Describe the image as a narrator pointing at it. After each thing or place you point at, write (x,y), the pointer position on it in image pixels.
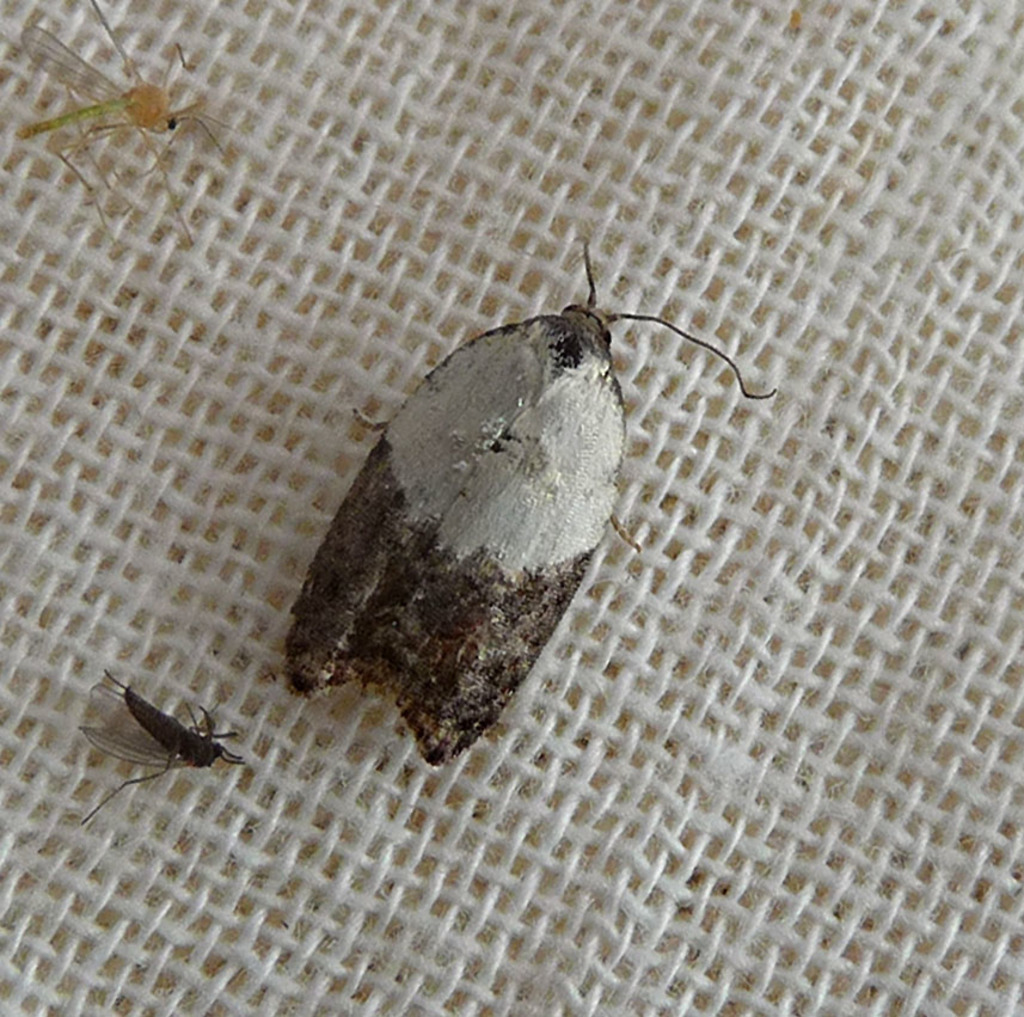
In this image there is a woolen cloth (306,917). In the middle of the image (529,506) there is a moth (438,571) and there are two mosquitoes (82,65) on the woolen cloth (732,765).
